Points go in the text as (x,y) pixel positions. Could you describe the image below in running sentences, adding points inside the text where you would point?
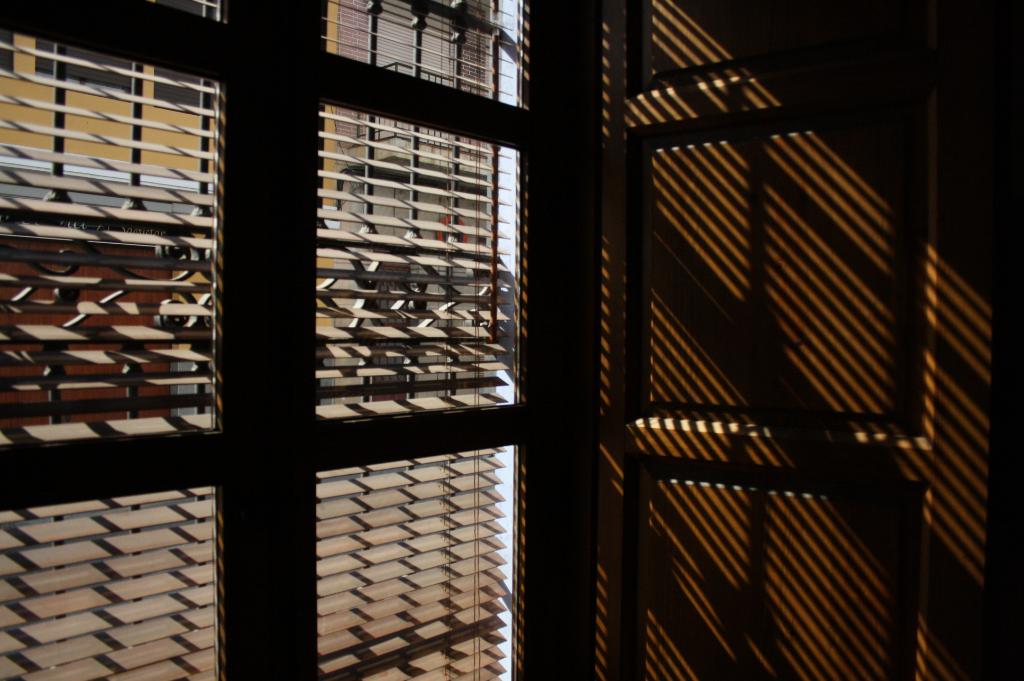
In this picture we can see a window (579,347), door (692,267) and through this window (481,317) we can see a building (62,243) and some objects (353,328).
